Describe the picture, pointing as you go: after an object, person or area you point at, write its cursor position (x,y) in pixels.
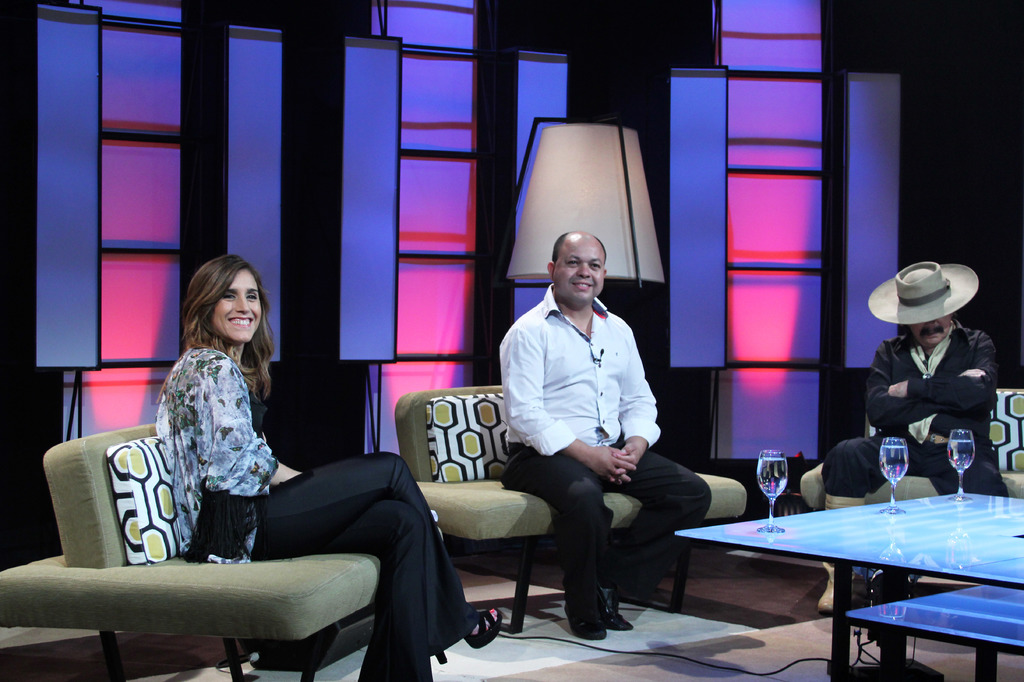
In this image there is a lady (228,274) who is sitting at the left side of the image (235,316) and there are two men (562,250) there are sitting on the sofa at the right side of the image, there is a table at the right side of the image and glasses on it, there is a lamp (564,158) at the center of the image (538,231), it seems to be they are giving the interview.
